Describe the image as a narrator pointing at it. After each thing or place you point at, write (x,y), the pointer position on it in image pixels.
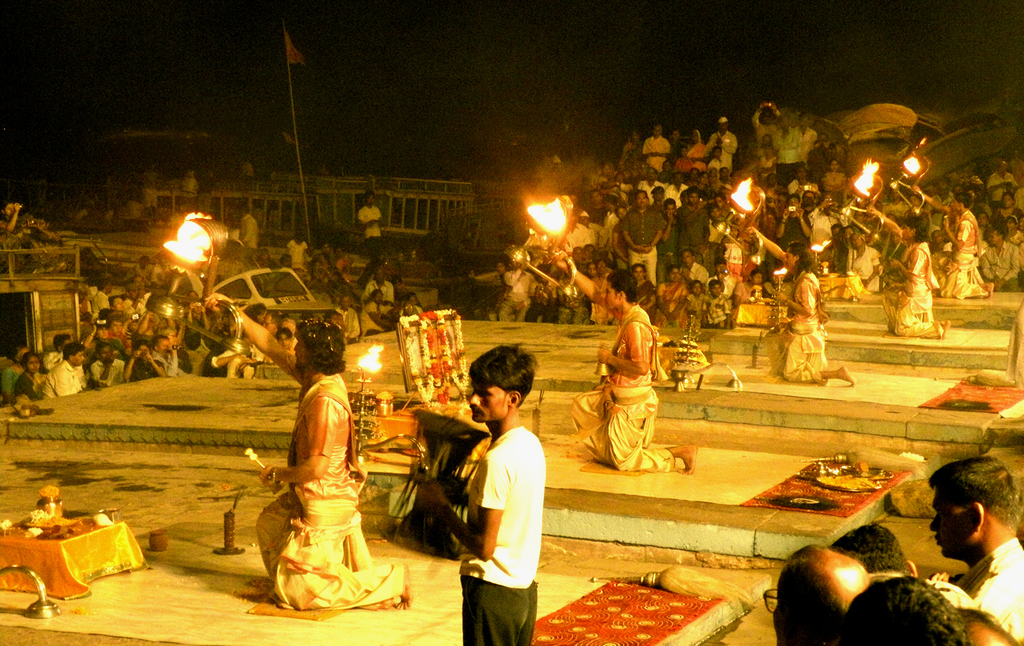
This image is clicked outside. There are some people (879,211) in the middle (601,426), who are holding aarthi (200,235). There are so many people (333,284) in the middle (372,218). There is a flag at the top (306,215). There are some persons (848,558) in the bottom right corner (895,585).
